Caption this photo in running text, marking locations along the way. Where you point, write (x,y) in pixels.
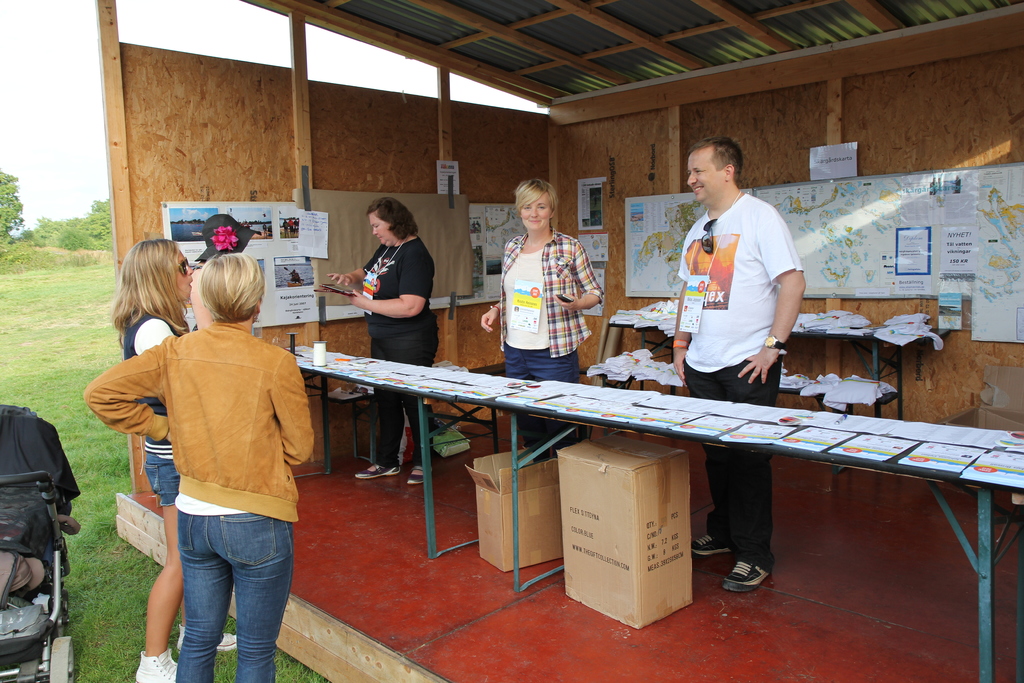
In this picture we can see three persons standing on the floor (470,596). This is the table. And these are the boxes (562,482). On the background (886,154) there is a wall (916,155). And these are the boards (937,253). Even we can see two more persons (107,423) standing here. This is the grass (55,317). There is a sky (59,108). And these are the trees (65,227).
